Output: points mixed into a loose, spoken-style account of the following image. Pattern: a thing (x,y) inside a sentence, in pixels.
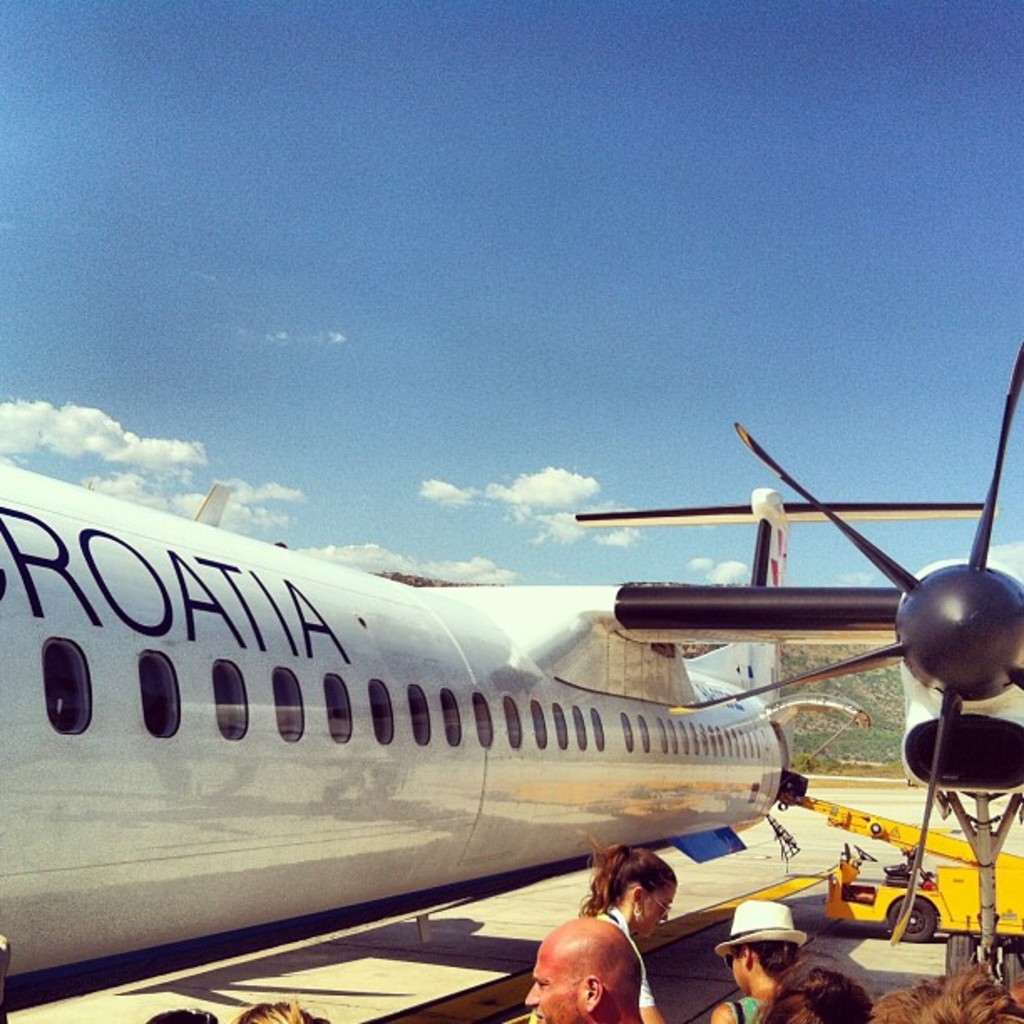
Here people (634,1020) are standing, this is airplane (508,728) and a sky (433,325), this is vehicle (853,869).
